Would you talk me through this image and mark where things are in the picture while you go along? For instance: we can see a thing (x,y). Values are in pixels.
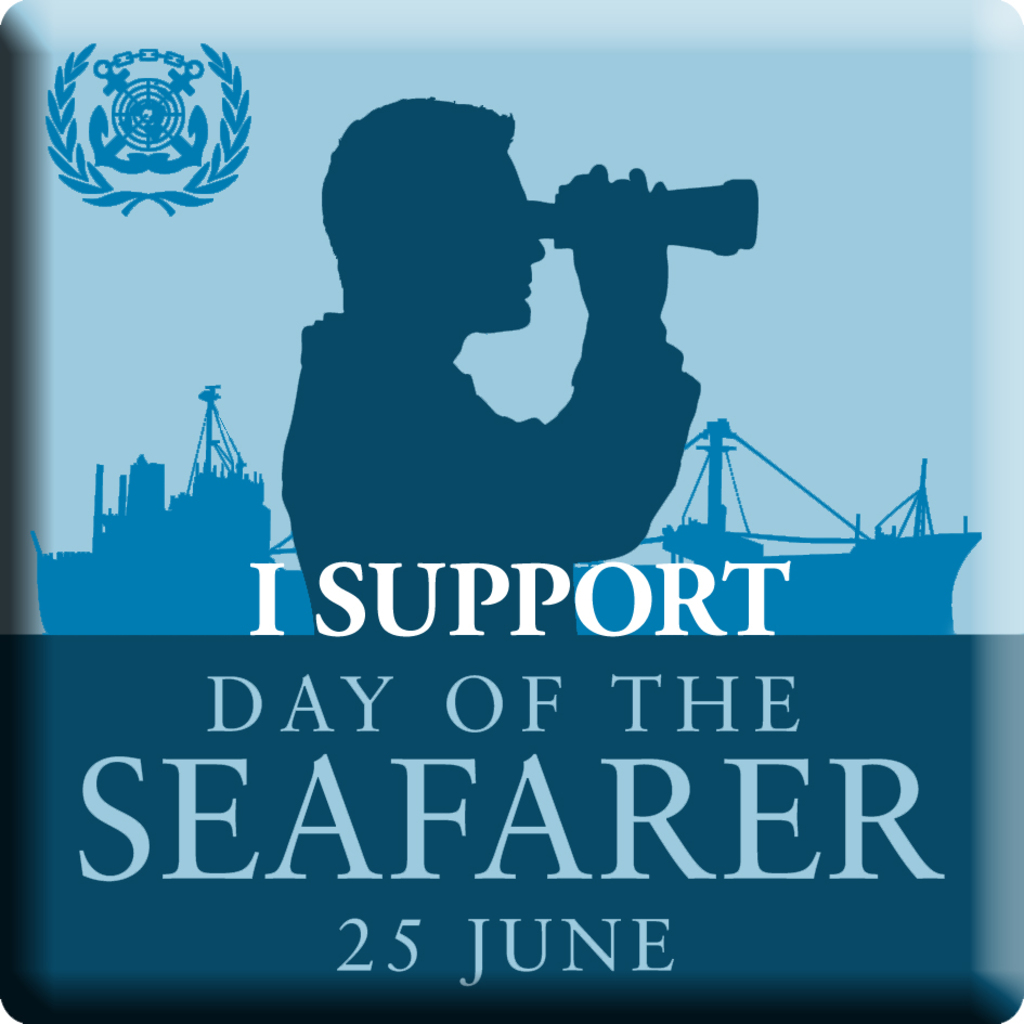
In this picture we can see a poster (157,338), in this poster (419,423) we can see a person (419,280) holding an object (673,214) and text (182,861).
